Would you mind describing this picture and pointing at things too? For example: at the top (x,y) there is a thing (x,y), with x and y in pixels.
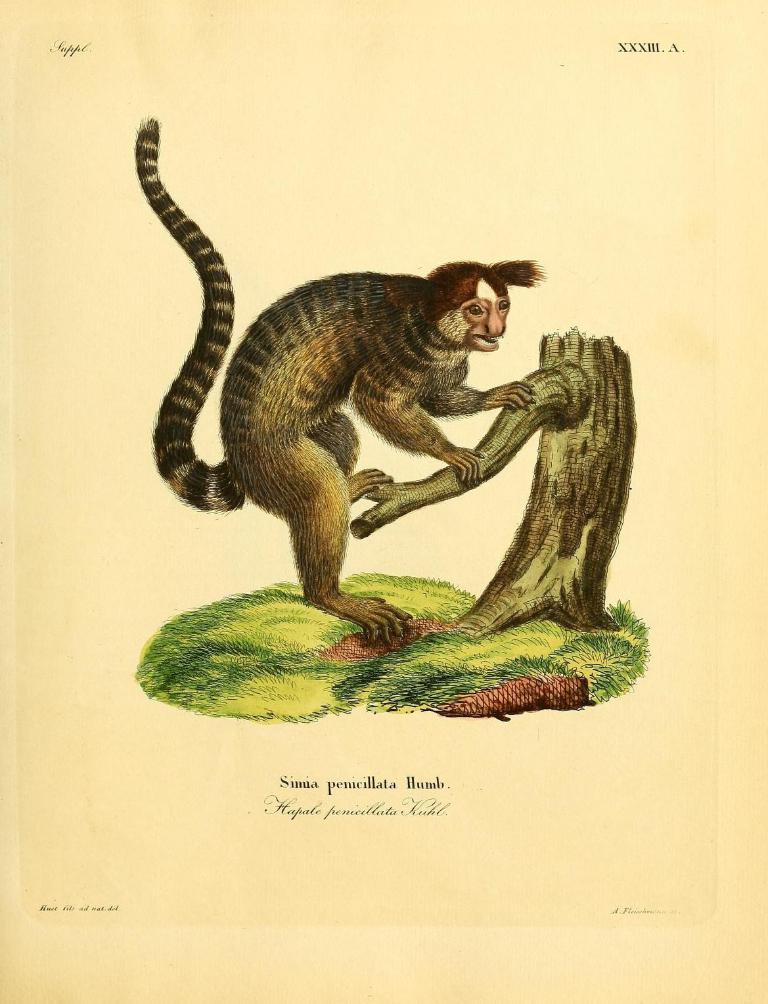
In this image I can see a painting (374,504) of a monkey (327,474) and a tree branch (573,461). I can also see something written on the image.
